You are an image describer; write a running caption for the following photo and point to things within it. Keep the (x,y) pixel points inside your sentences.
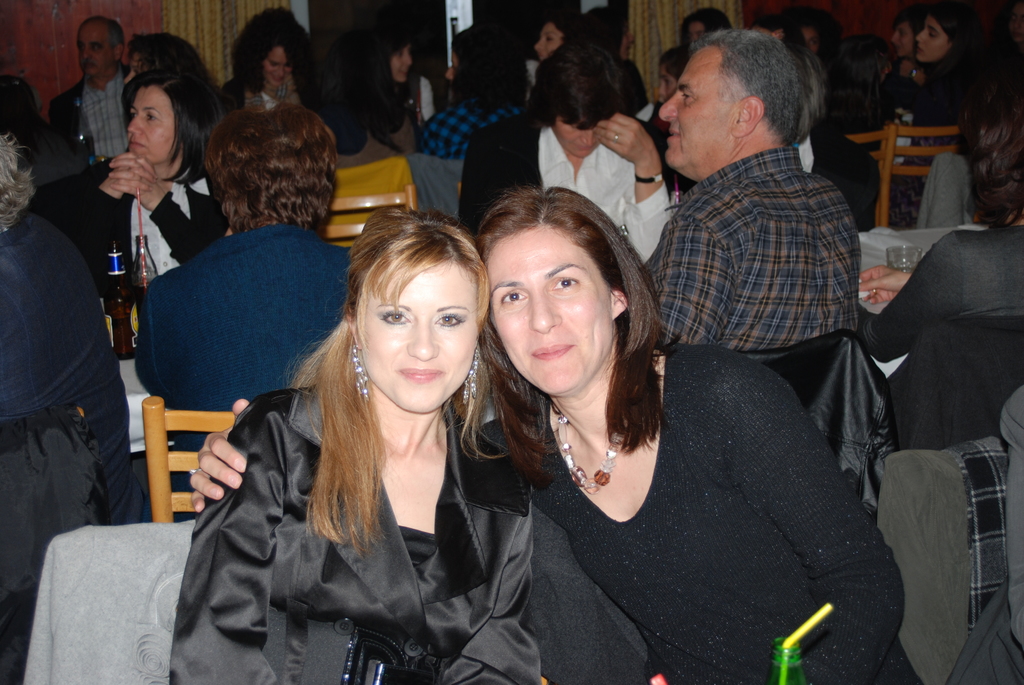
In this image we can see some group of persons (199,328) sitting and some are standing having some drinks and in the foreground of the image (417,529) there are two lady persons (417,536) wearing black color dress (512,594) sitting and hugging each other.
